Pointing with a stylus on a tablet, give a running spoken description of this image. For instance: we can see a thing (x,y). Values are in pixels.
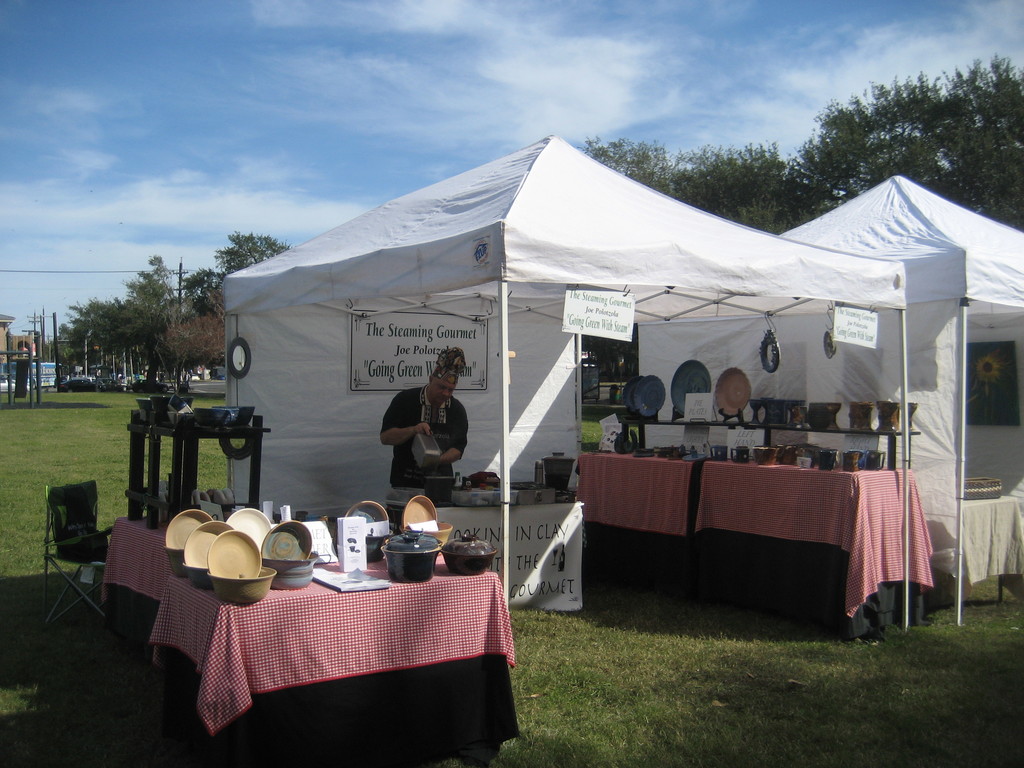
There are tents (712,386) with poles (727,304). On the tents (808,316) there are banners (607,297). Also there are tables (514,583) with tablecloths (800,483). On the tables (554,505) there are bowls (243,562) and many other items (699,368). On the left side (70,532) there is a chair (81,540). On the tables (142,523) there are stands (178,438). On the stands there are bowls (184,406) and some items (165,413). There is a person (416,428) standing inside the tent (380,424). In the background (165,290) there are trees (131,303) and sky (352,44) with clouds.
